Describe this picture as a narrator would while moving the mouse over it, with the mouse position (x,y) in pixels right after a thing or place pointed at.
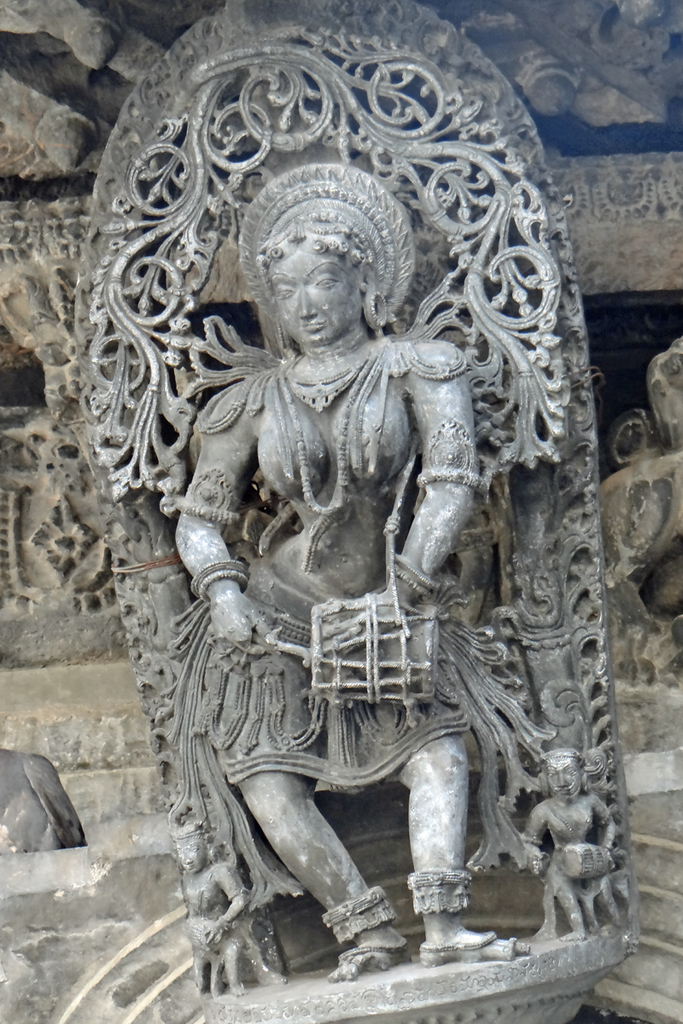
In this picture I can observe sculpture of a woman (282,462). In the background (60,600) I can observe some carvings (42,291) on the stones (66,709).
